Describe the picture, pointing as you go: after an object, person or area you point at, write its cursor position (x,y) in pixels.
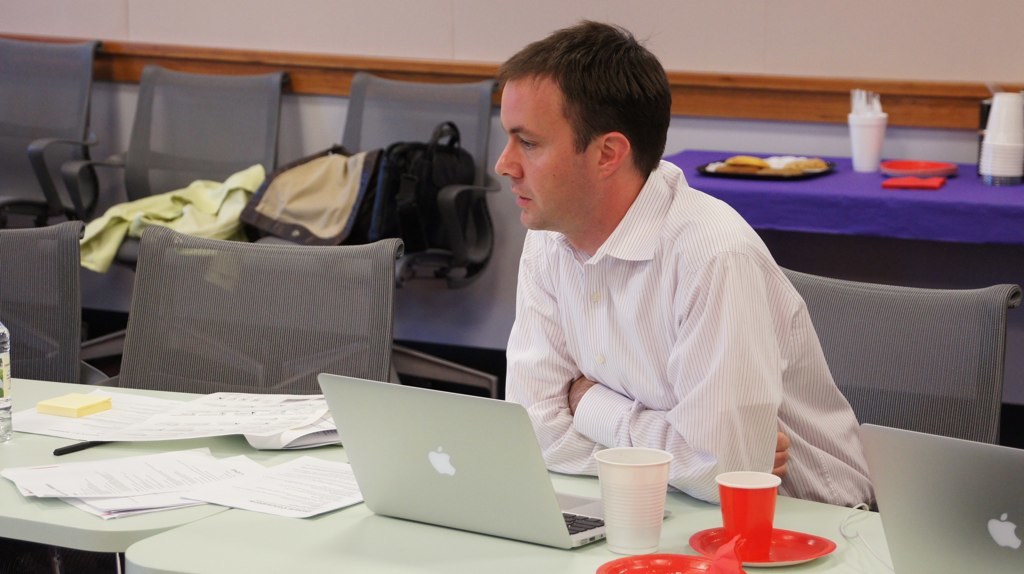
In this image there is a man (682,399) sitting on the chair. In front of him there is a table (326,516). On the table (211,509) there are papers (175,491), laptops (562,502), plates (670,566), glasses (632,496) and a bottle (4,371). To the left (129,173) there are chairs (62,275). There are clothes (207,216) and a luggage bag (343,207) on a chair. Behind him there is another table (889,218). On that table (933,198) there are plates (913,167) and glasses (873,134). There is food (790,164) on the plates (901,173). In the background (722,40) there is the wall (447,28).
